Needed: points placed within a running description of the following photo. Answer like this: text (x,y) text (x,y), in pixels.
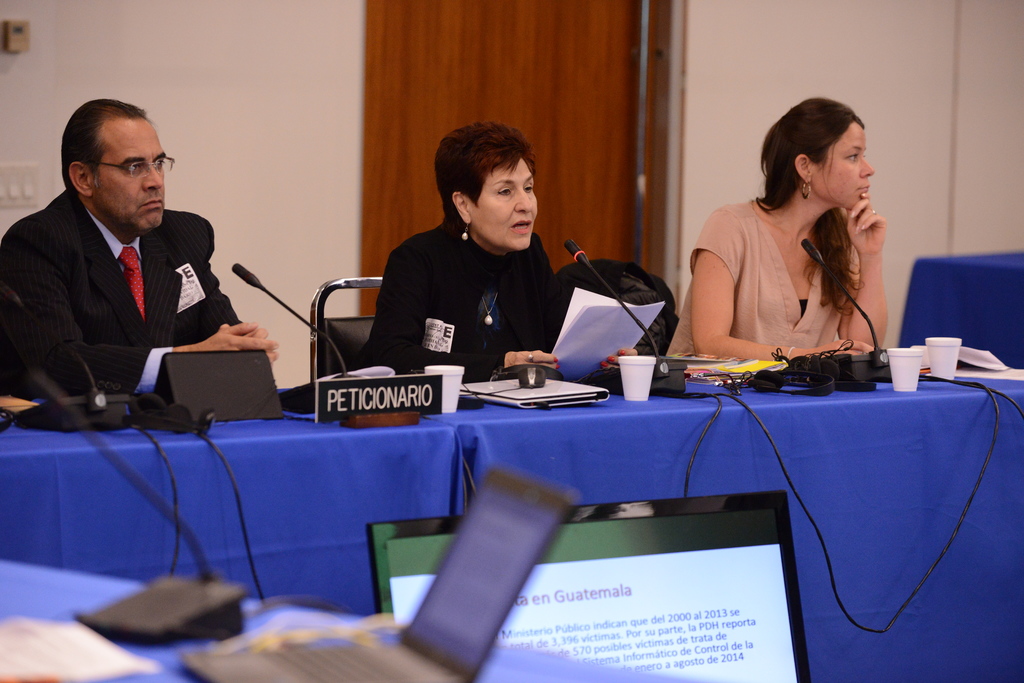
In the bottom left corner of the image (116,585) there is a table (66,572) with mics (179,600), laptop (221,650) and paper (63,648). Behind the table (63,648) there is a screen (584,577) with something on it. Behind the screen (547,578) there is a table (954,409) with name boards (409,379), cups (634,363), mics (677,393) and some other things (772,366) on it. Behind the table (529,422) on the left side (137,246) there is a man (81,243) sitting and he kept spectacles (133,165). And there are two ladies (491,279) sitting. Behind them there is a wall (318,123) with a door (608,194).
